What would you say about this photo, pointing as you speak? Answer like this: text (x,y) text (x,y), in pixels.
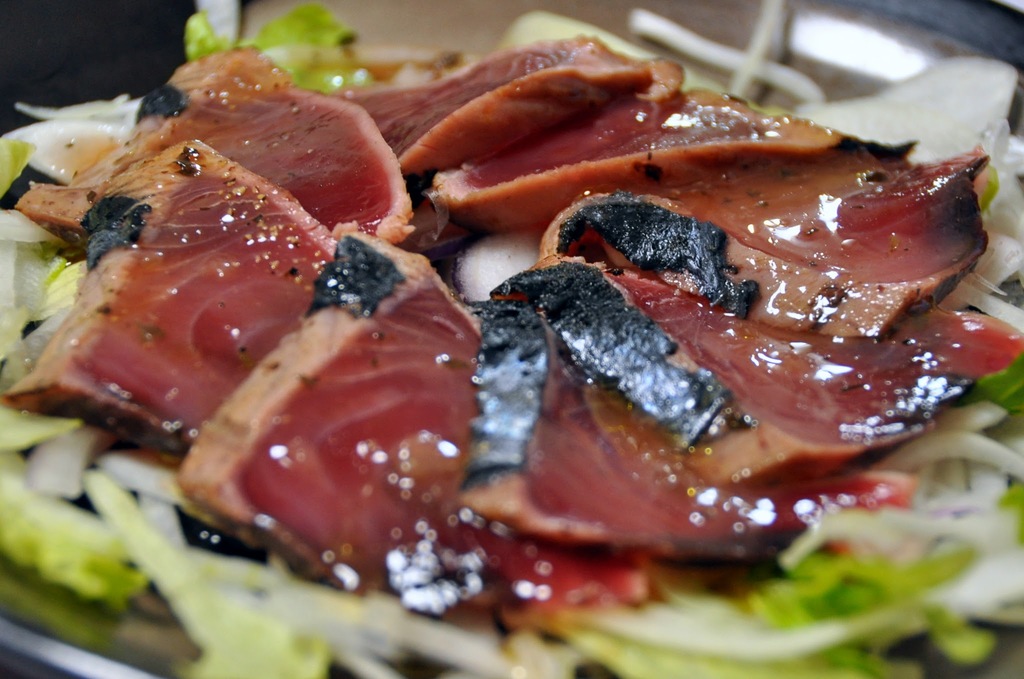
This image consists of a food item (275,176) and a salad (155,495) on the platter (175,635).
